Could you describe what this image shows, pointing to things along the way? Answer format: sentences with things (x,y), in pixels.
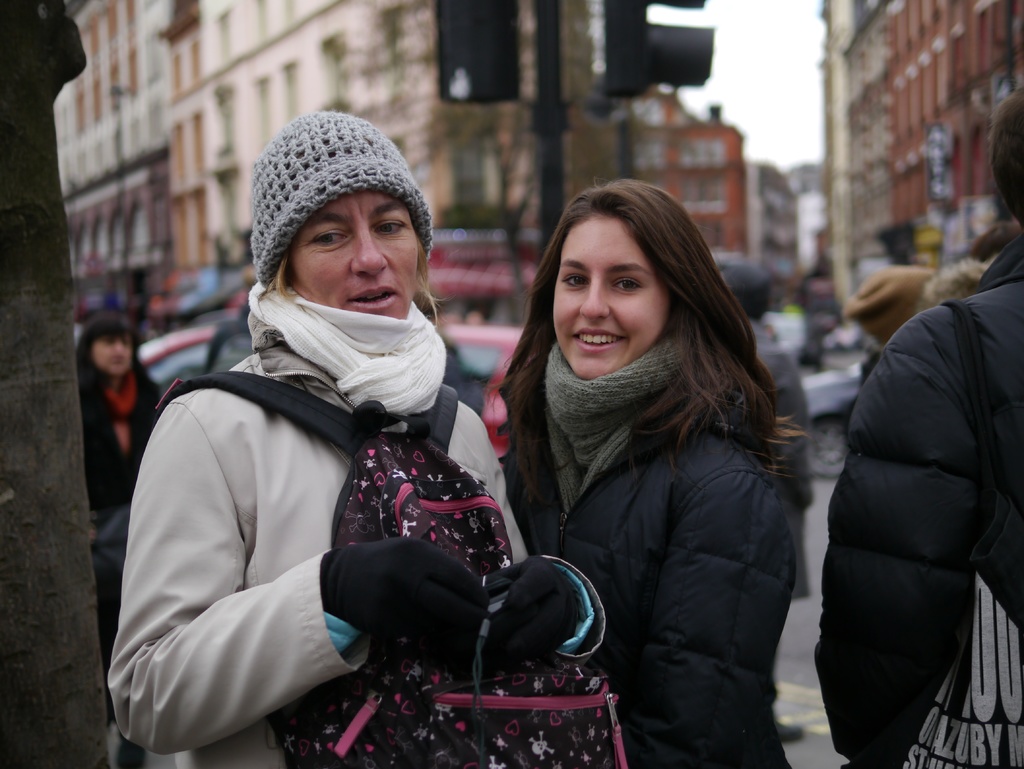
There are people (418,616) standing and this woman (382,594) wore bag (500,718) and cap (367,149). Background (164,253) we can see traffic signals (514,91) on pole (544,57), buildings (900,257), people (118,325) and sky (775,11).
